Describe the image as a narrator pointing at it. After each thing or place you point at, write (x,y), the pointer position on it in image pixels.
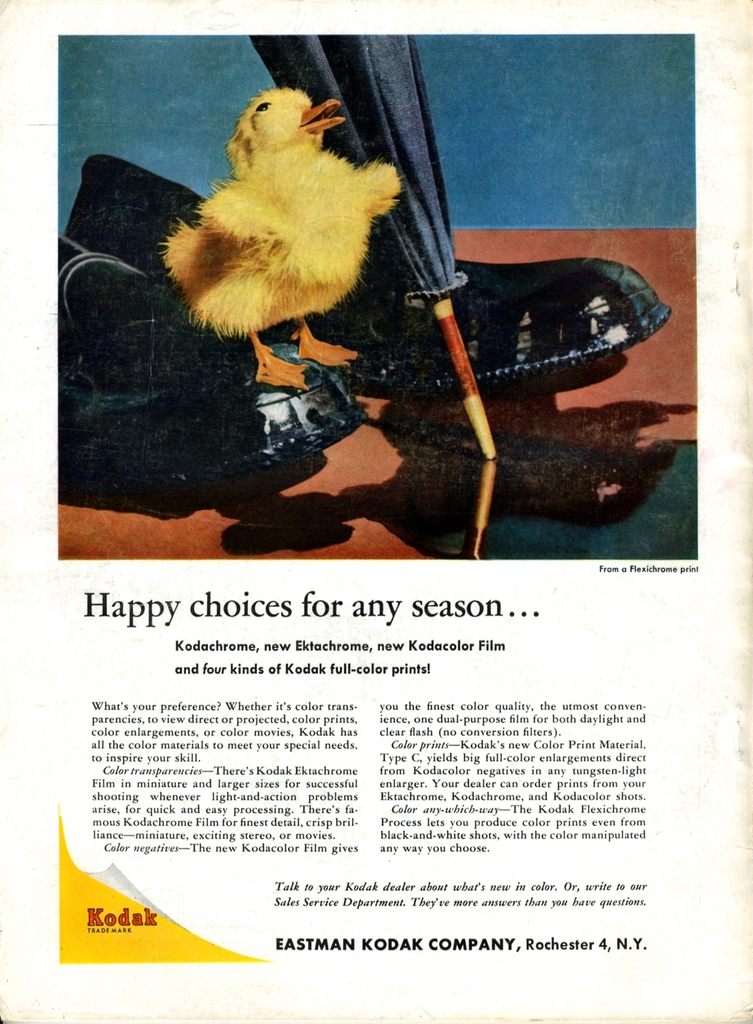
In this image we can see a poster (369,425), there is a duck (281,260), it is in yellow color, there is a closed umbrella (423,256), at the bottom (294,703) there is some matter (453,719) written.
